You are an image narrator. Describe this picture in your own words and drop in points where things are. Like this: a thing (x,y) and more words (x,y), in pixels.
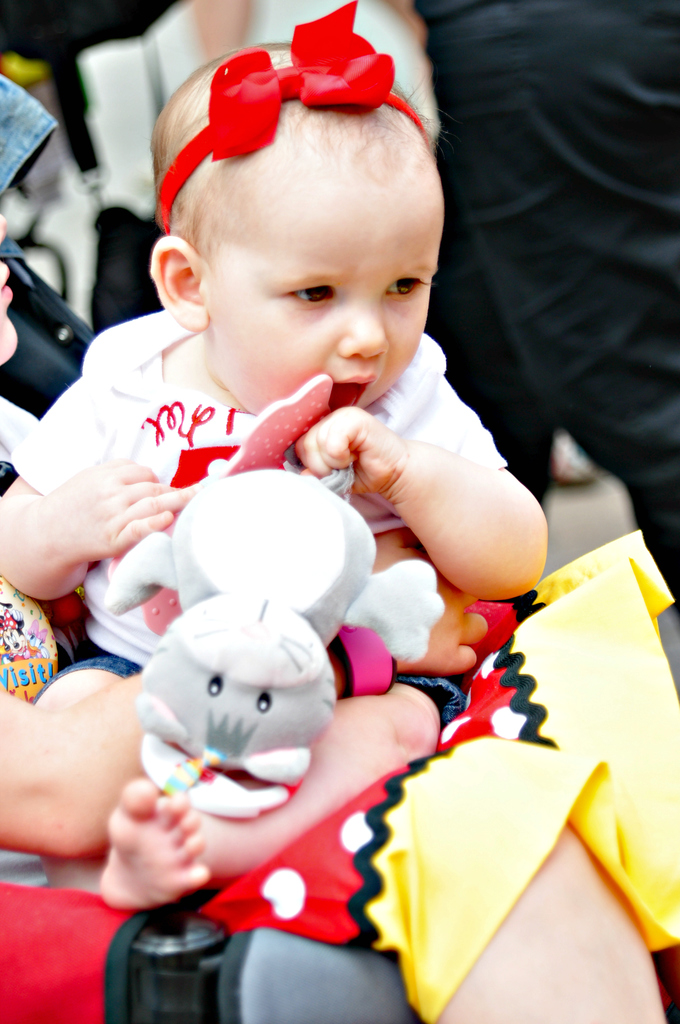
In this image we can see a kid (301,362) is holding a toy (237,553) in the hands (334,435) and sitting on a person (419,768) who is holding the kid (374,712) with the hands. In the background (208,6) we can see few persons (626,13).
